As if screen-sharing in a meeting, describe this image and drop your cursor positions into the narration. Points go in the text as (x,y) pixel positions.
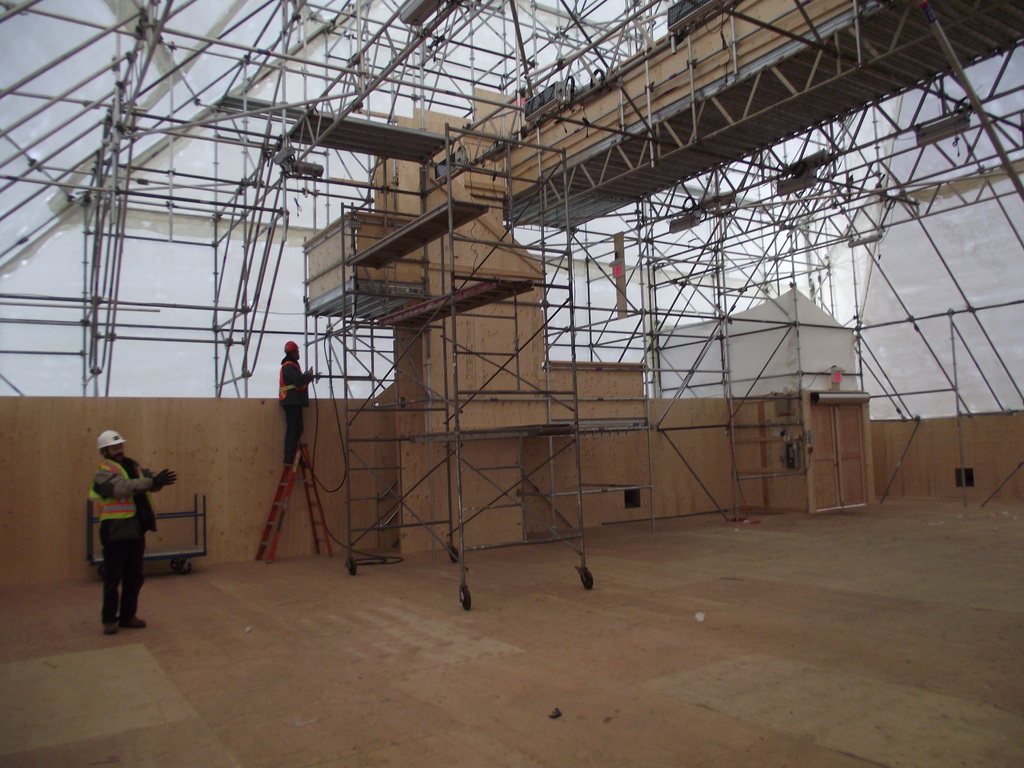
In this image, we can see two people (285,457) standing, one of them is standing on the ladder (299,459) and in the background (544,236), we can see beam (545,218).
